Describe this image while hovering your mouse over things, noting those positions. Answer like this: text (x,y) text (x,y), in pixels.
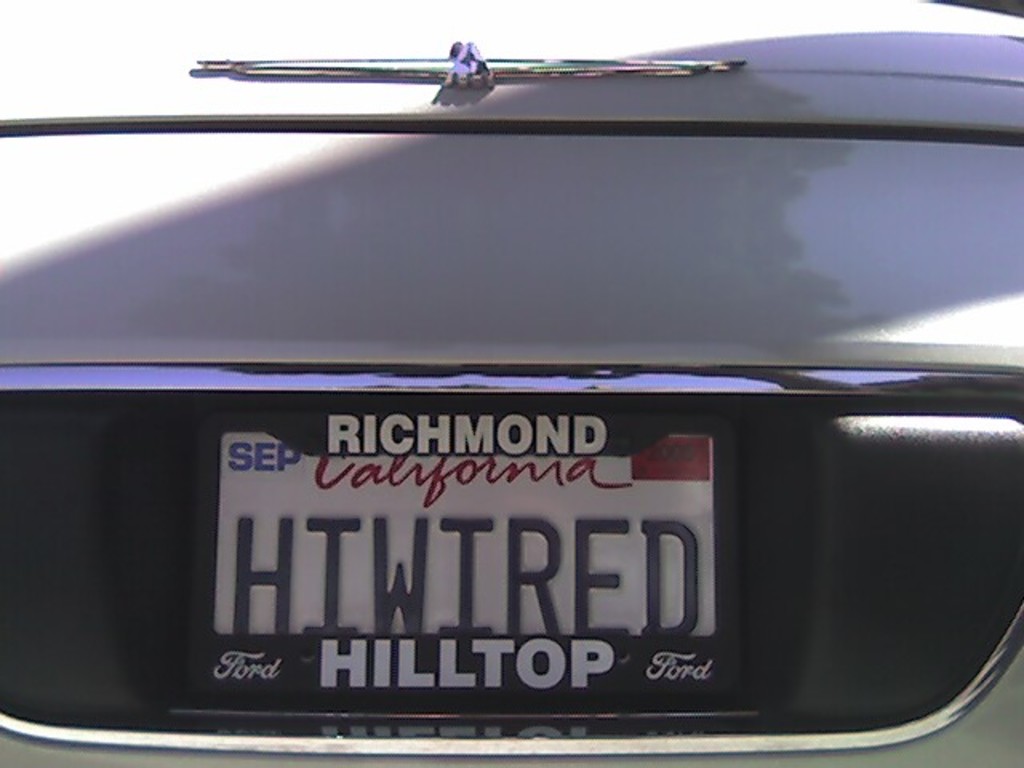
In the picture we can see a backside part (348,272) of a car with number plate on it we can see HIWIRED hilltop Richmond California and the car (237,170) is white in color.
